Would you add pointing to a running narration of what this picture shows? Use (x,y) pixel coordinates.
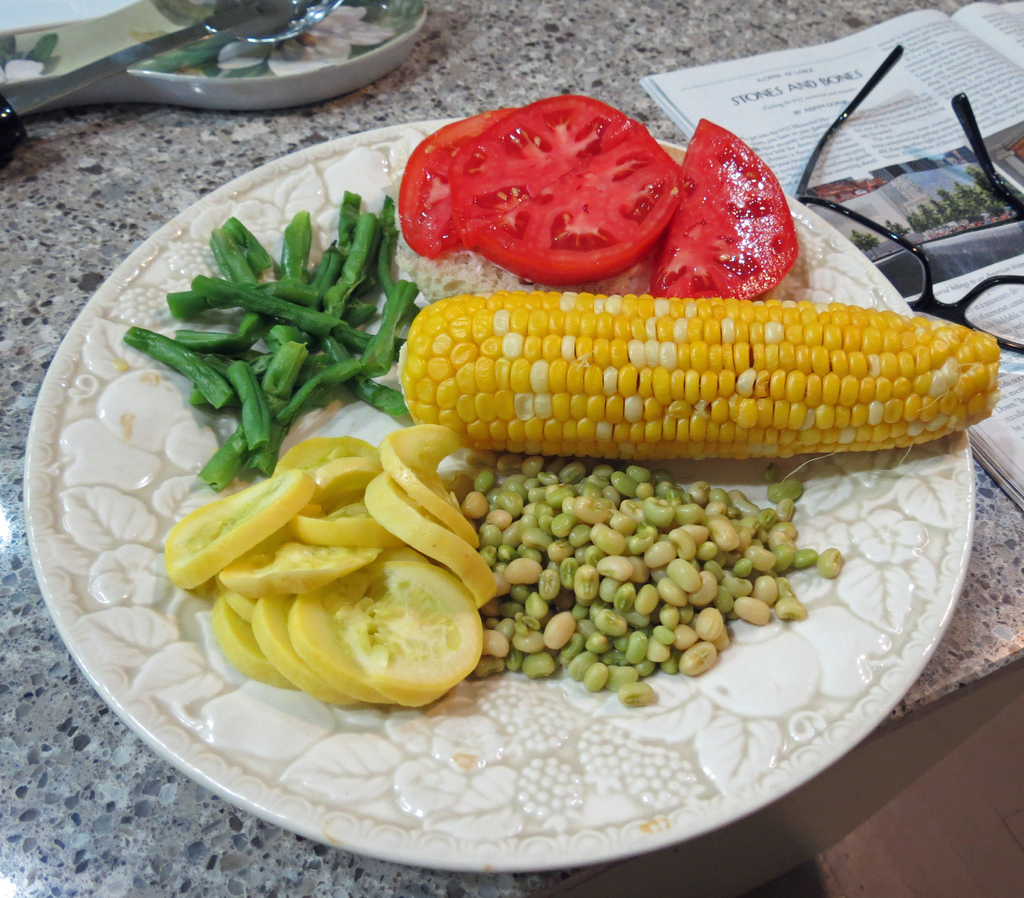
In the image there is corn (983,410), beans (665,559), squash (397,591), tomato slices (606,205) in a plate (166,692) on kitchen platform (279,110) with newspaper (859,143), glasses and spoon (330,5) on it.
